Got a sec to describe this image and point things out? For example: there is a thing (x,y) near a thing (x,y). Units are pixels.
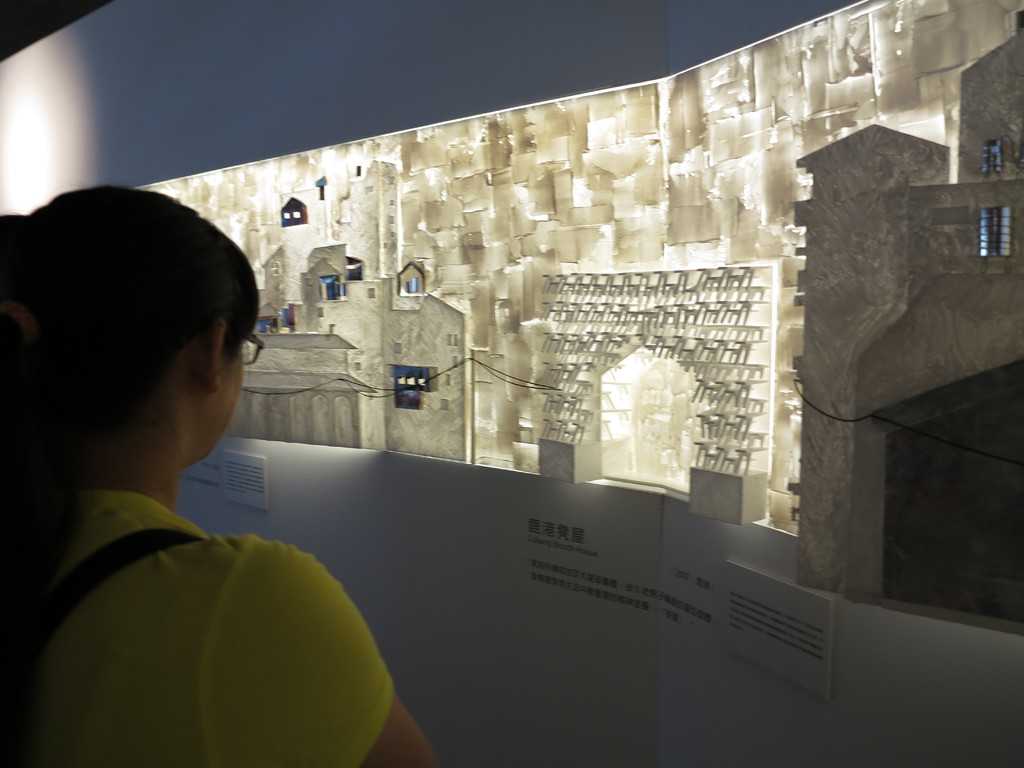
This picture is clicked in the museum (462,412). The woman (172,587) in the yellow shirt (231,641) who is wearing spectacles (249,360) is standing. In front of her, we see a white wall (473,486) on which board (761,651) with text (577,533) written on it are placed. We even see things (859,351) exhibited in the museum (654,351).
